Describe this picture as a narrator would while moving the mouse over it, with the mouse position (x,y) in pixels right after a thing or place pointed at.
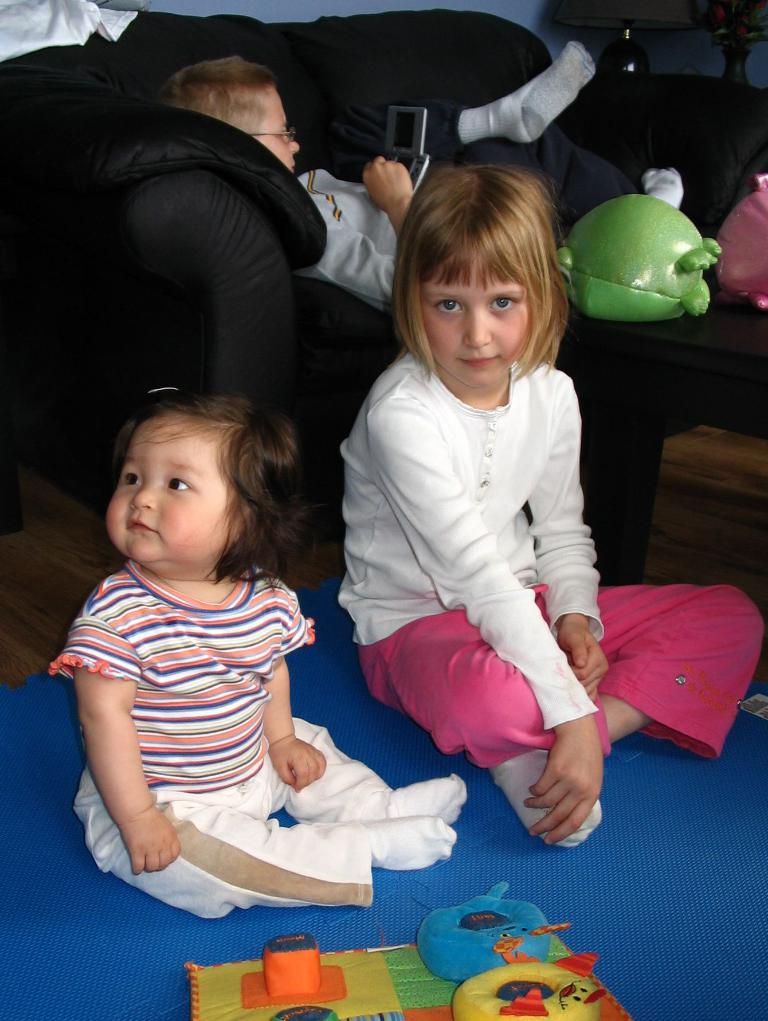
In this image in the center (459,592) there are two girls (476,671) who are sitting, in front of them there are some toys (424,971). And in the background (232,173) there is a couch (305,311), on the couch (305,311) there is one boy (243,109) who is lying and he is holding a phone (410,157). On the right side (615,349) there is a table (683,333), on the table (706,315) there are some toys (696,240) and on the top of the right corner (633,40) there is a lamp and a table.
